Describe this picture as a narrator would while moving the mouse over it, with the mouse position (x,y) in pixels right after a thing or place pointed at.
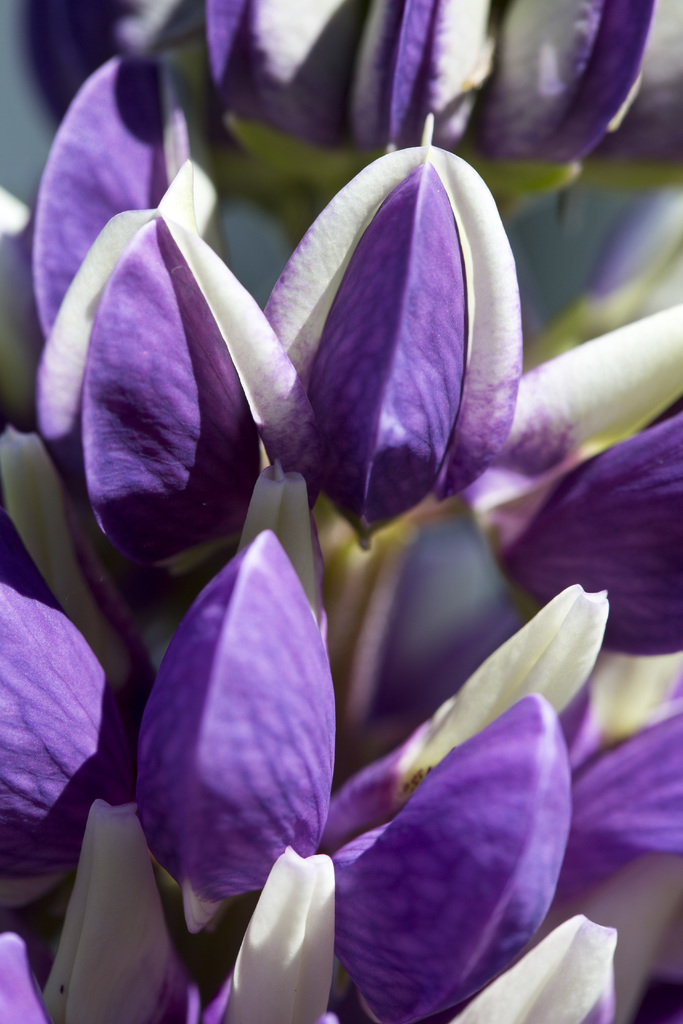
In this image, we can see flowers (361,198).
